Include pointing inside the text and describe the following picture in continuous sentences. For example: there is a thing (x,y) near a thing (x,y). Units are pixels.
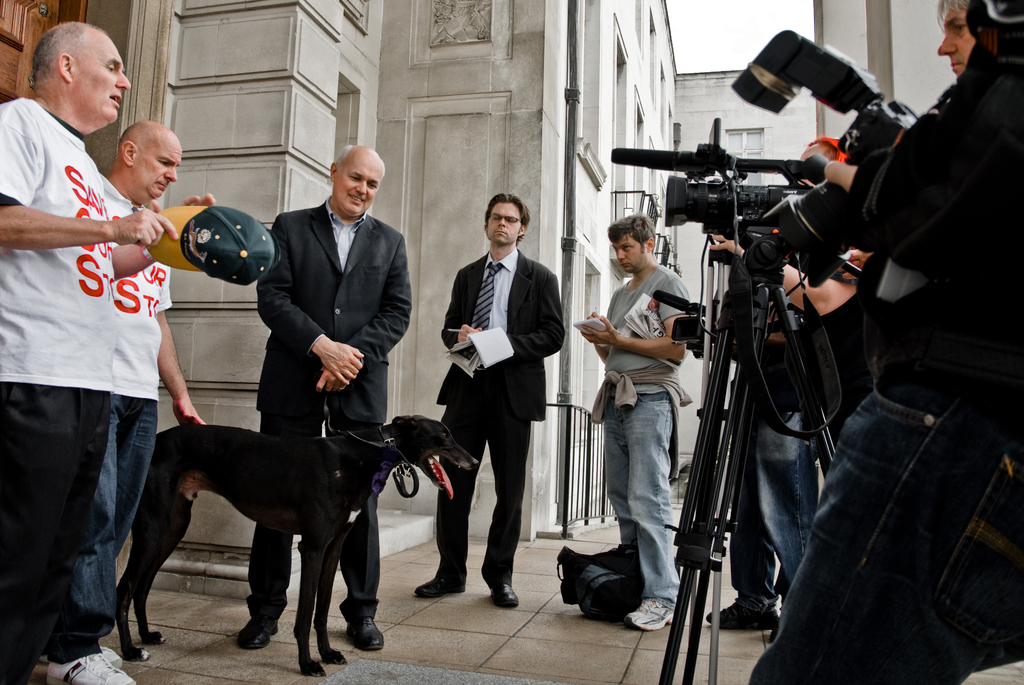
In this picture we can see a group of people (611,390) standing around the dog (211,487) and two people (967,223) holding the cameras (796,238) with stand (711,597).
